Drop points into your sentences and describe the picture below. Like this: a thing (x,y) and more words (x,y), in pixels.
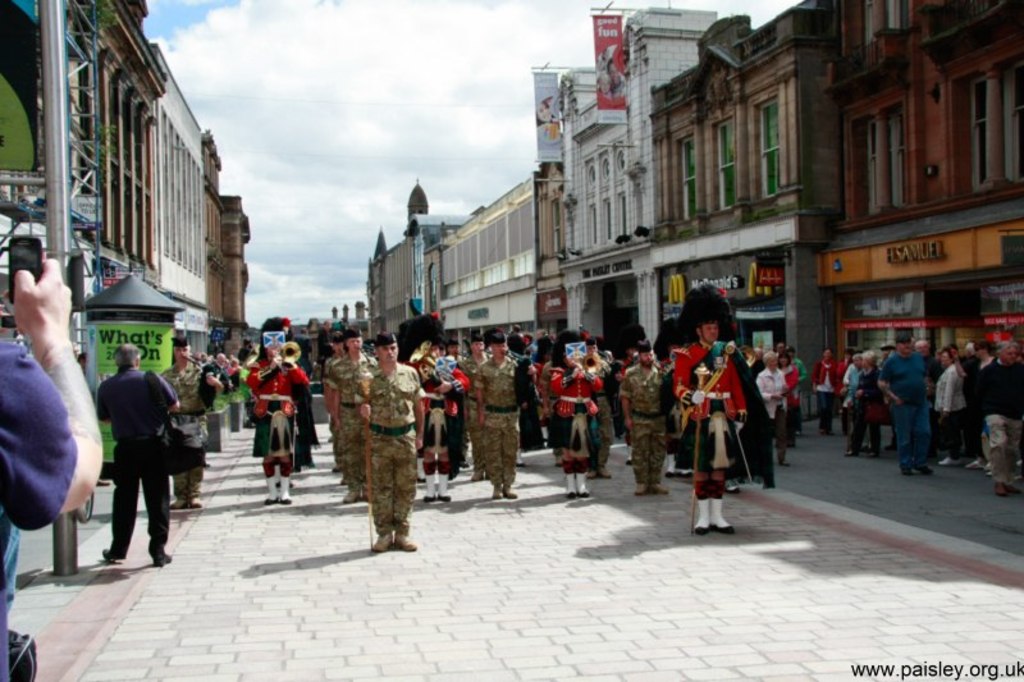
In this image we can see persons (174,388) standing on the road (865,465). In the background (101,185) we can see poles (57,104), iron grill (79,180), advertisements (542,147), buildings (688,201), windows (727,203), sky (514,117) with clouds (291,105), plants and stores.
